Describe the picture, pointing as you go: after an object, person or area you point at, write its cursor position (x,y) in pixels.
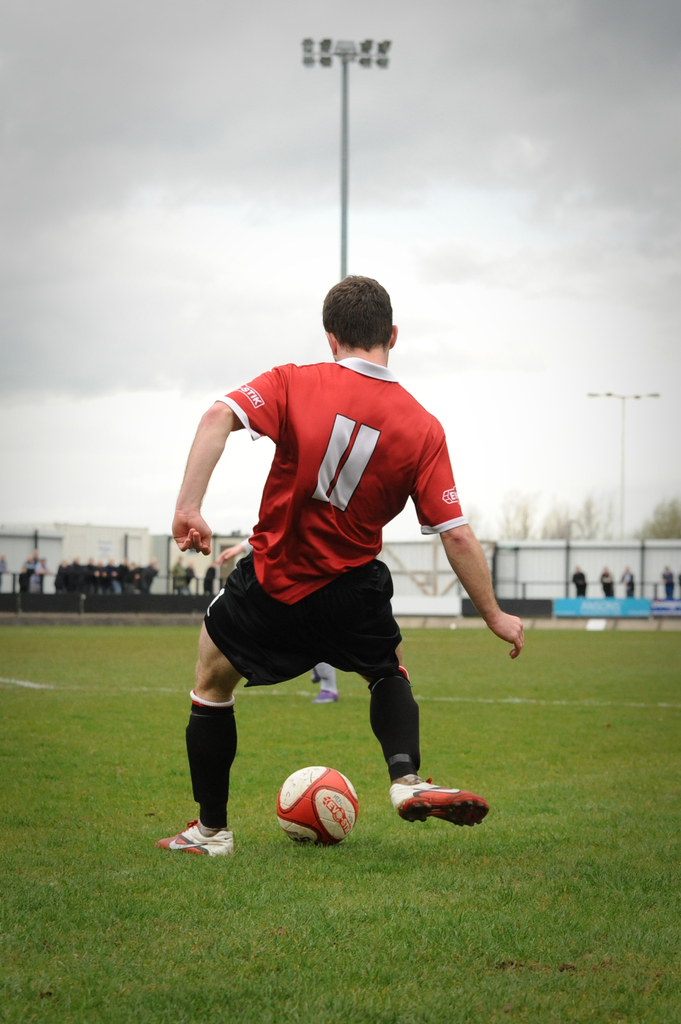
The man (228,591) in red T-shirt (263,555) is kicking the ball (339,809) which is in red and white color. I think he is playing football. At the bottom of the picture (357,921), we see grass (568,933). There are people (61,589) standing in the background (84,590). We see a white color board (520,591) behind them, there are trees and buildings (161,556) in the background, We even see street lights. At the top of the picture (270,114), we see the sky (333,220).
